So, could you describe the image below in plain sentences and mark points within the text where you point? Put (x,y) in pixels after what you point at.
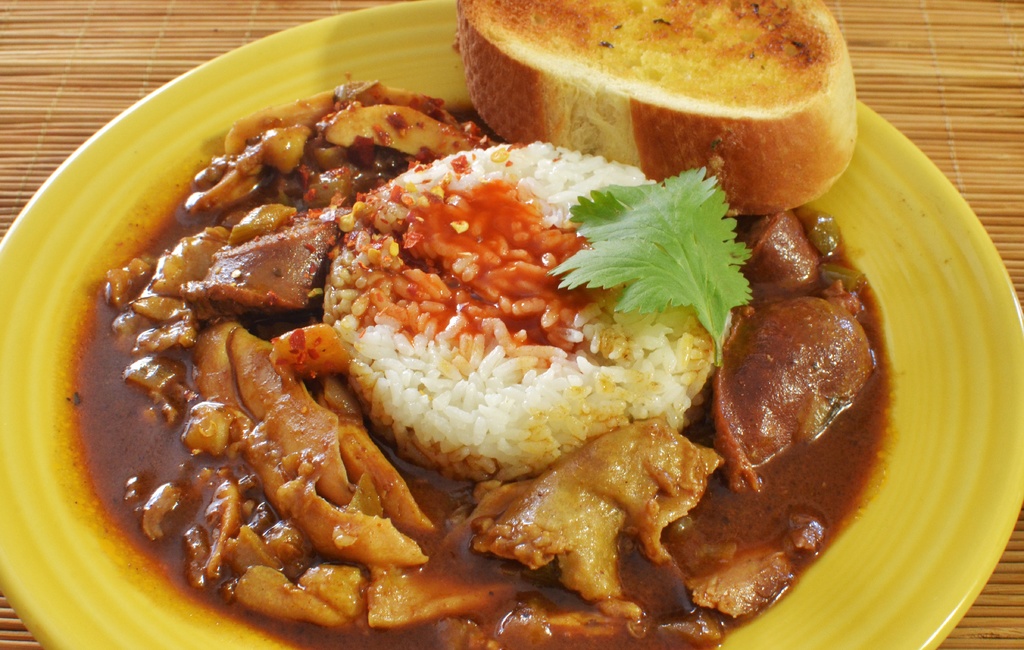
In this image there are some food items (464,374) served on the plate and the plate (23,591) is on the table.
